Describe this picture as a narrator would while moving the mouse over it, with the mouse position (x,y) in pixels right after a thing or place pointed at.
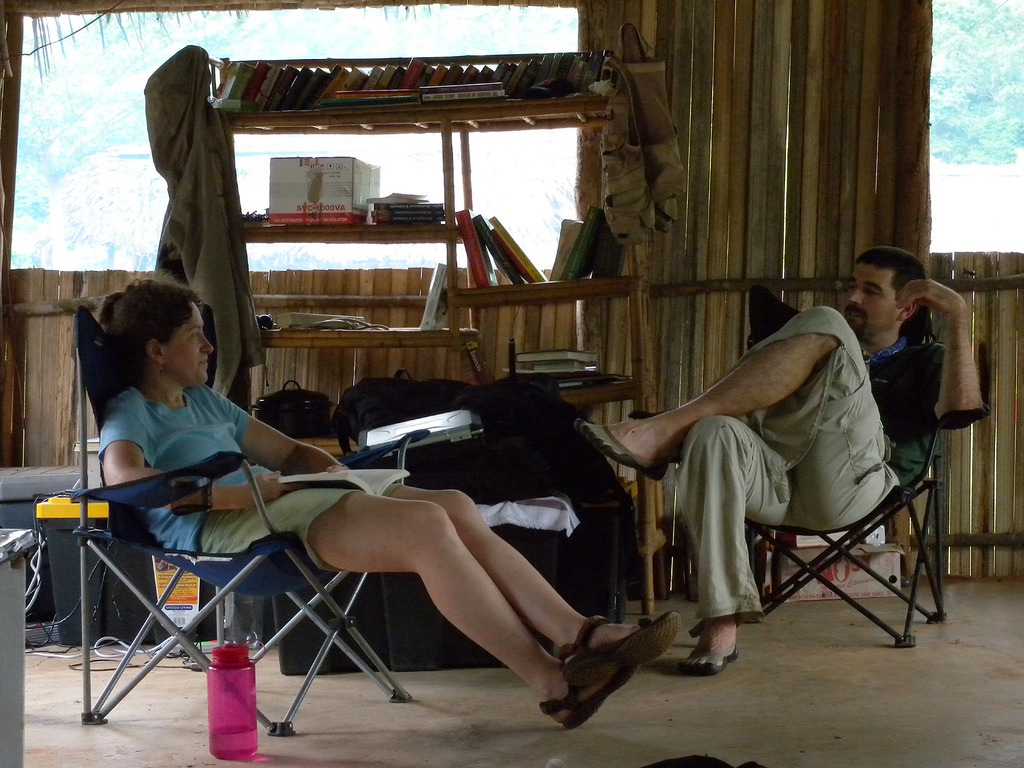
This image consists of a woman (321,554) and man (743,557). They are sitting on a chair (217,570). There is a bottle (246,655) at the bottom (220,680). There are shelves (316,341) in the middle (468,304). In that there are books (581,267).
